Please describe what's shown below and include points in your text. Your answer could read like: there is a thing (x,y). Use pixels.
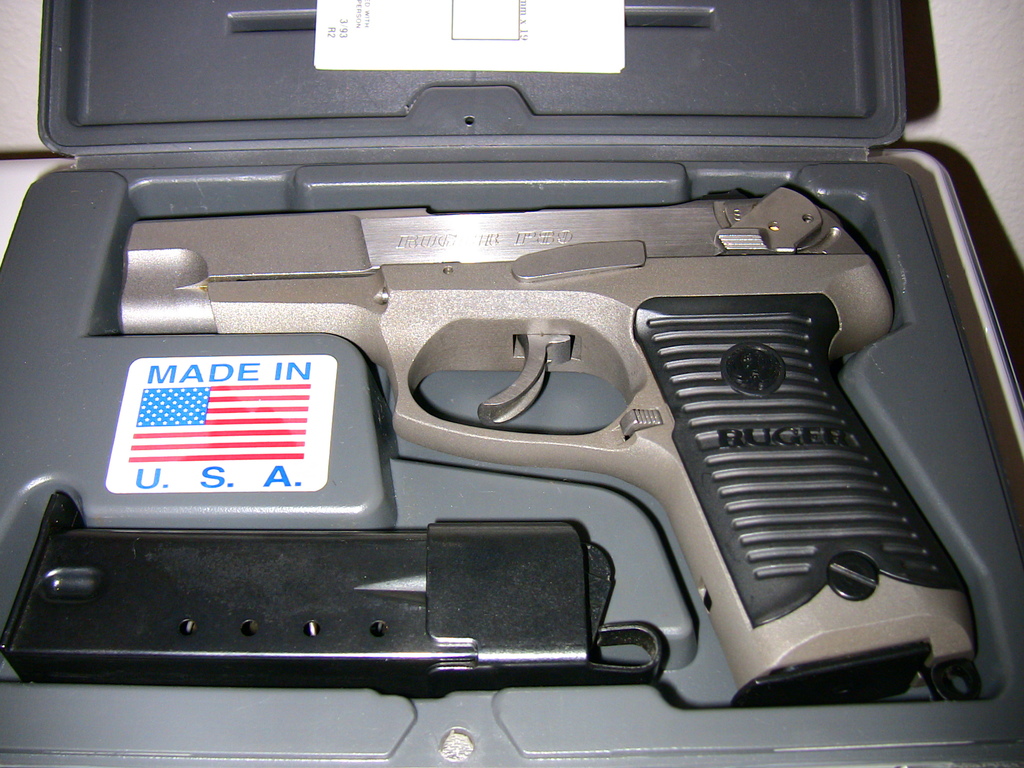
In the picture we can see a box (929,717) with a gun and a magazine (123,593) which is black in color and beside to the gun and written as made in USA flag symbol (139,433) on the box (371,475).
